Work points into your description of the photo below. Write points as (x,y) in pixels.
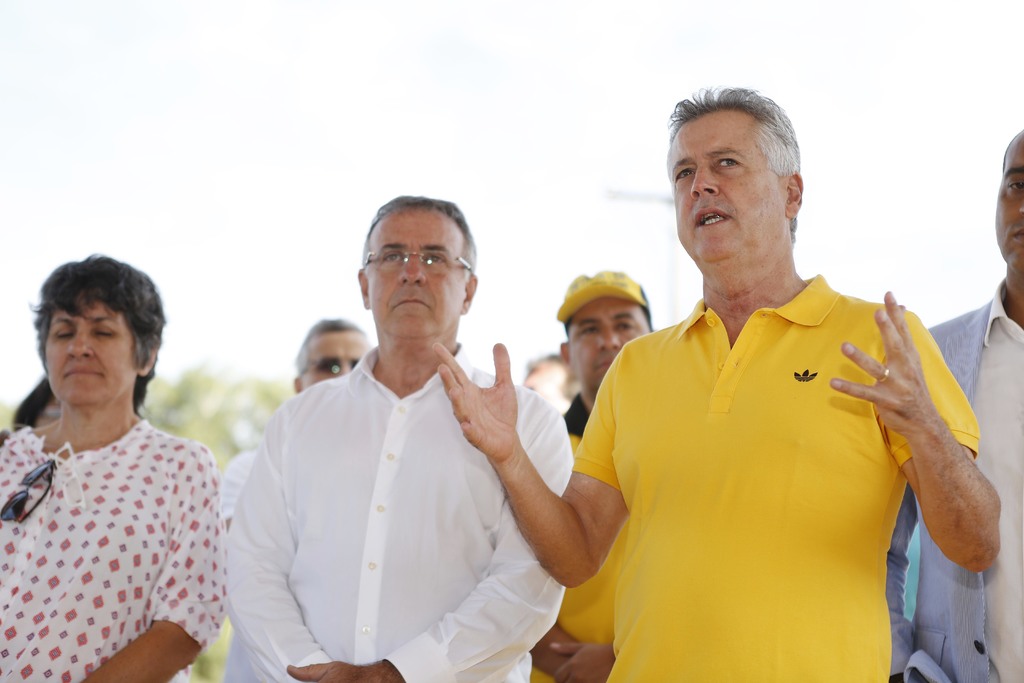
In this image, we can see a group of people (409,537) are standing. On the right side of the image (801,442), we can see a person (779,442) is talking. Background (220,263) we can see trees (240,379) and sky (451,172).
